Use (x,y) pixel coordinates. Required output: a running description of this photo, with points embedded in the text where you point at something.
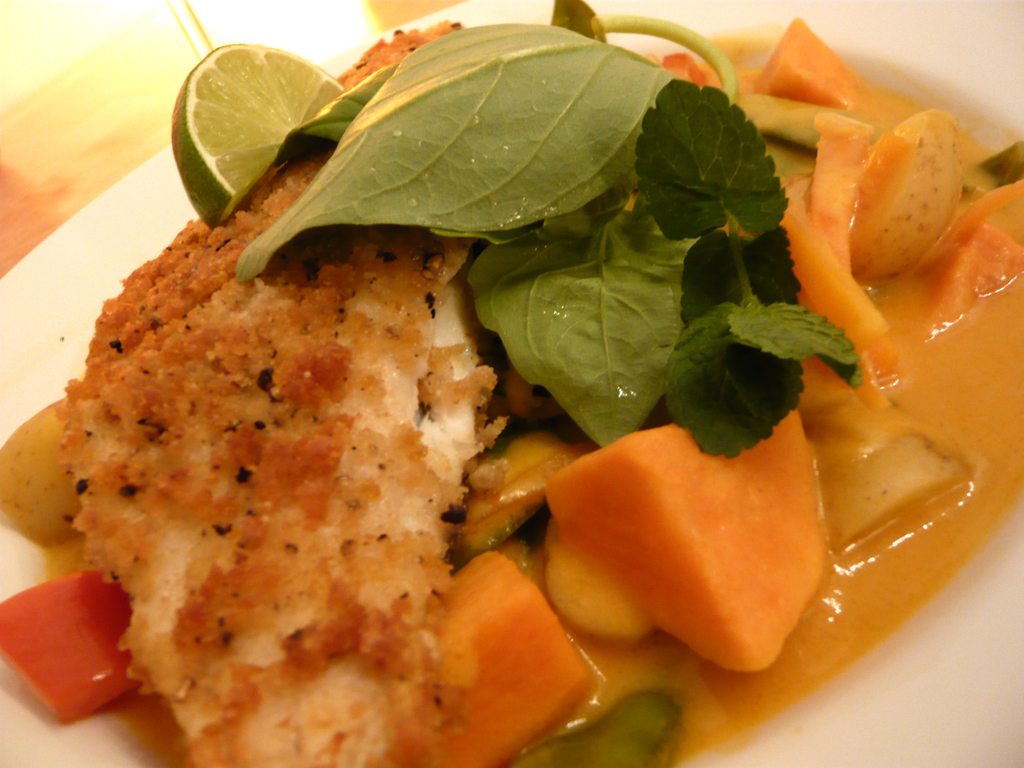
In this image we can see some food item (295,350) which is like coriander leaves (338,116), carrot (827,376), lemon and some other items (403,297) which are in white color plate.
